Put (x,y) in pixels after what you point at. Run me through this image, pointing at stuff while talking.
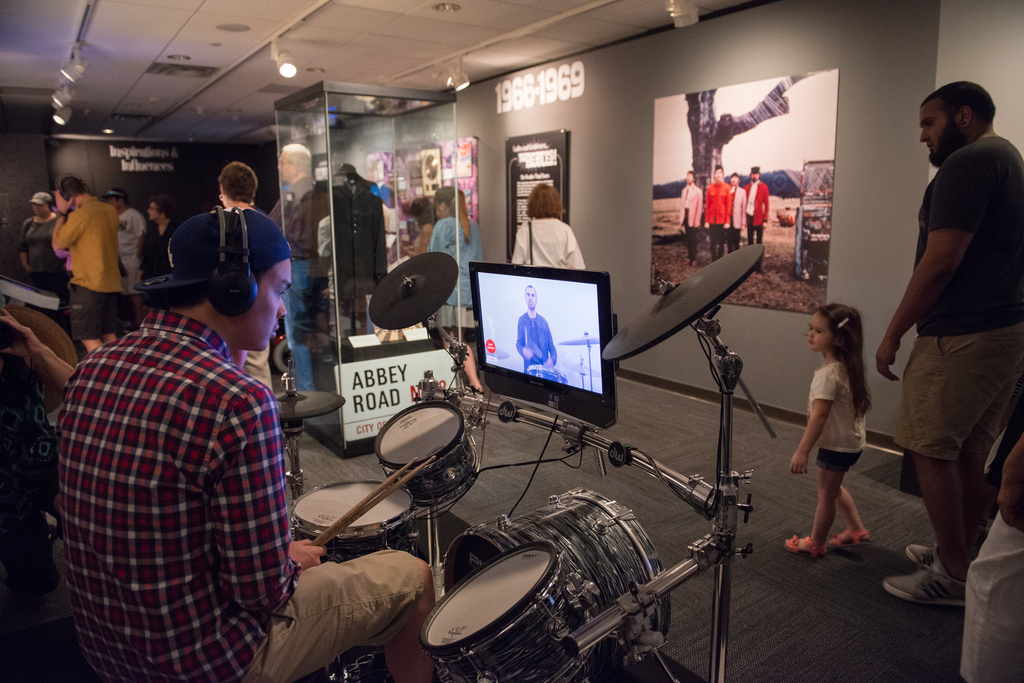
In this picture we can see a group of people (279,243) where there men (162,449) wore cap (263,243), headset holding sticks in his hand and looking at screen (529,301) and in front of him we have drums (538,555) and in background (316,186) we can see some more persons (439,195), wall (648,186) with frame (521,146), lights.
